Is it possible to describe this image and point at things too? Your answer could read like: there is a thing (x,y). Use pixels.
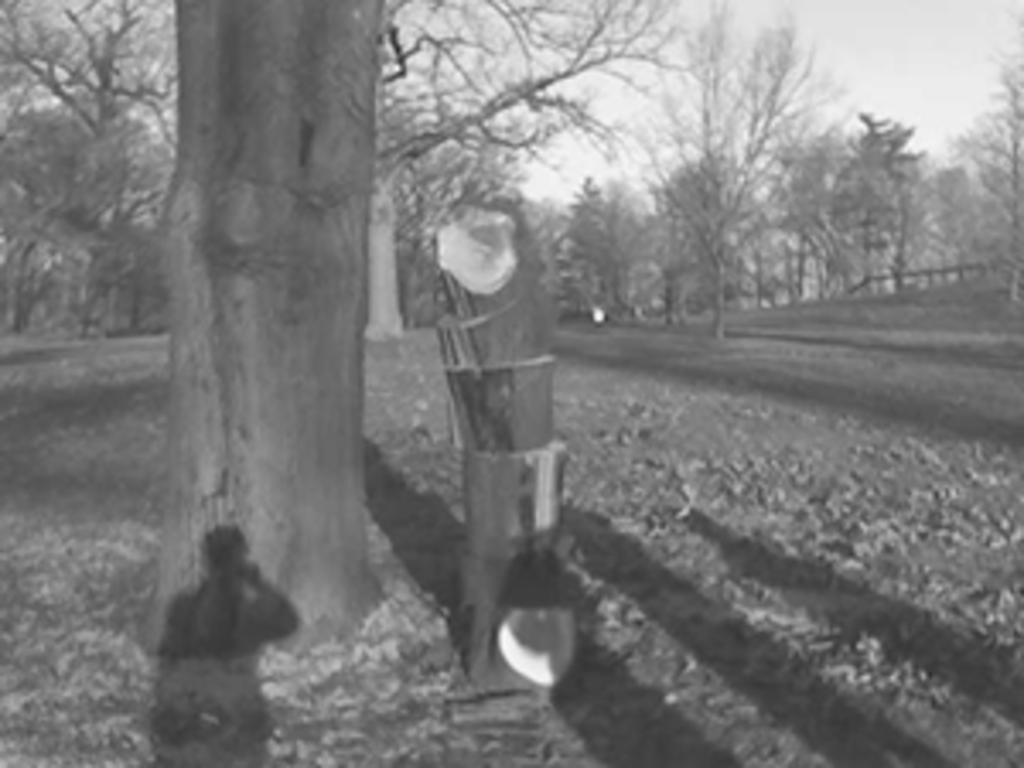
There is a black and white image. In this image, there is an outside view. In the foreground (294,295), there is a tree stem (316,323). In the background (16,184), there are some trees (33,152).
